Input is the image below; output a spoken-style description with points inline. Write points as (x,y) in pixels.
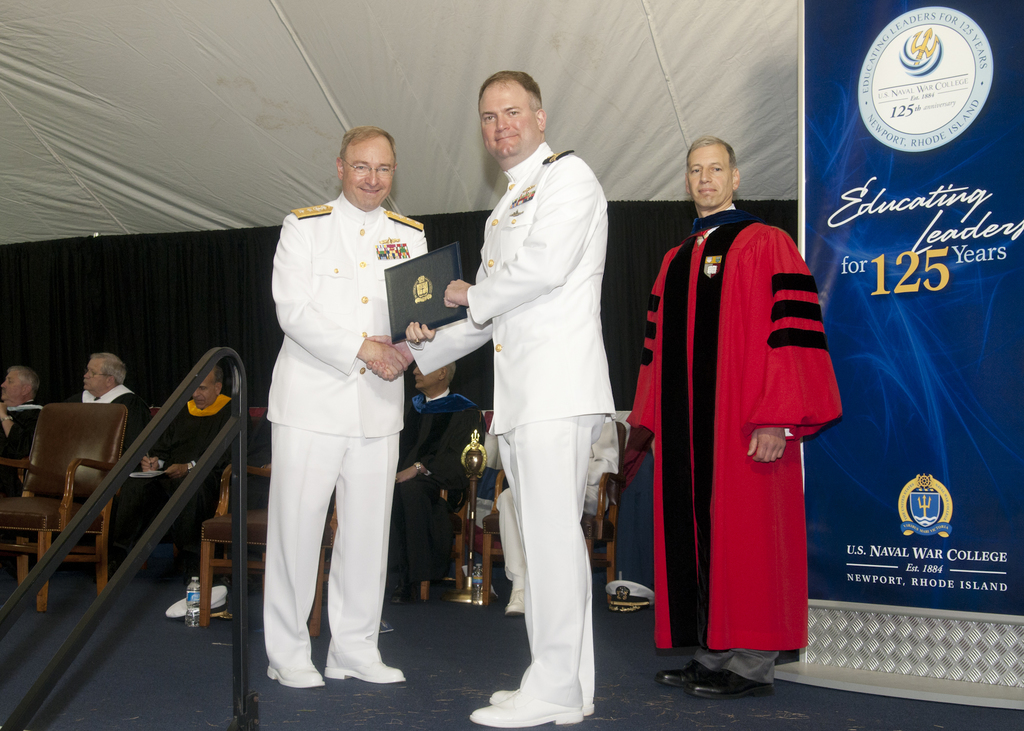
Here in this picture in the front (517,258) we can see two persons (282,272) in navy dress (549,593) standing on the stage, holding a certificate (435,302) in between them and behind them we can see a person (672,298) in a red and black colored suit (701,389) present over there and beside them we can see number of people (405,433) sitting on chairs (44,417) over there and we can see a curtain (65,312) and a banner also present over there.
